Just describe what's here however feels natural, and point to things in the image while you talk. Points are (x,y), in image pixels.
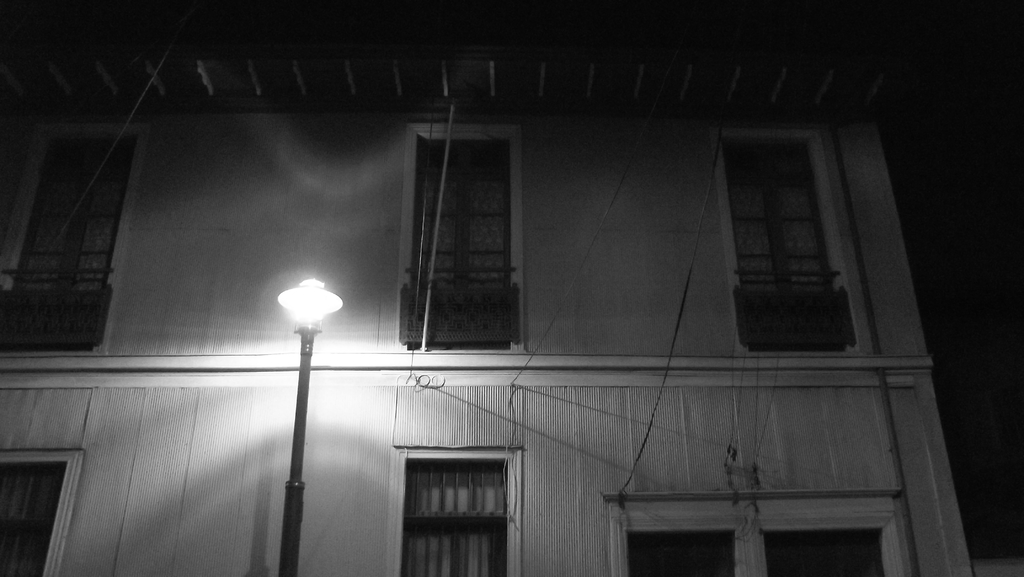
In the image we can see a building (613,351) and these are the windows (750,220) of the building (746,236). This is a light pole (311,308) and the background (977,213) is dark.
